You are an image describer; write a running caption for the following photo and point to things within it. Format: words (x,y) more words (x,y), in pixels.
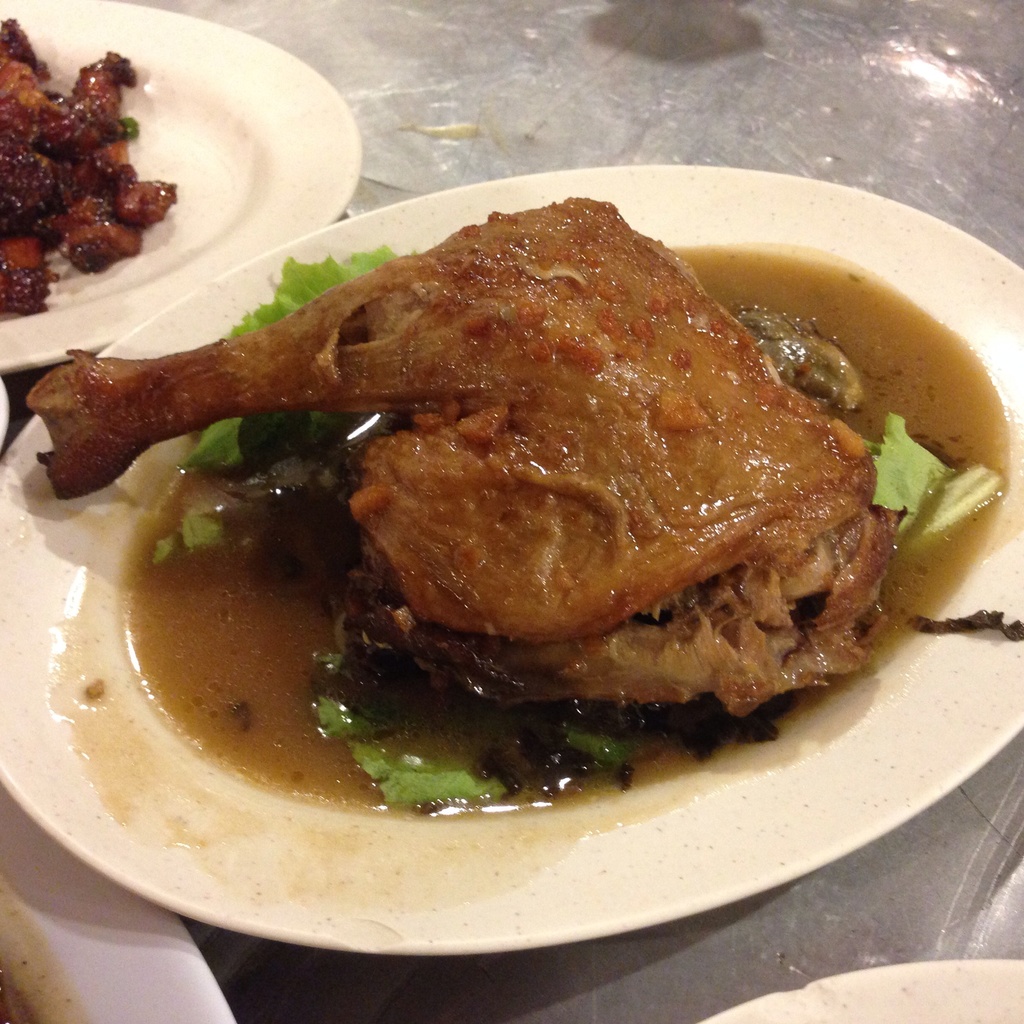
In this image we can see plates (113,709). On the plates (169,757) there are food items (418,397). And the plates (587,921) are on a surface (786,926).
